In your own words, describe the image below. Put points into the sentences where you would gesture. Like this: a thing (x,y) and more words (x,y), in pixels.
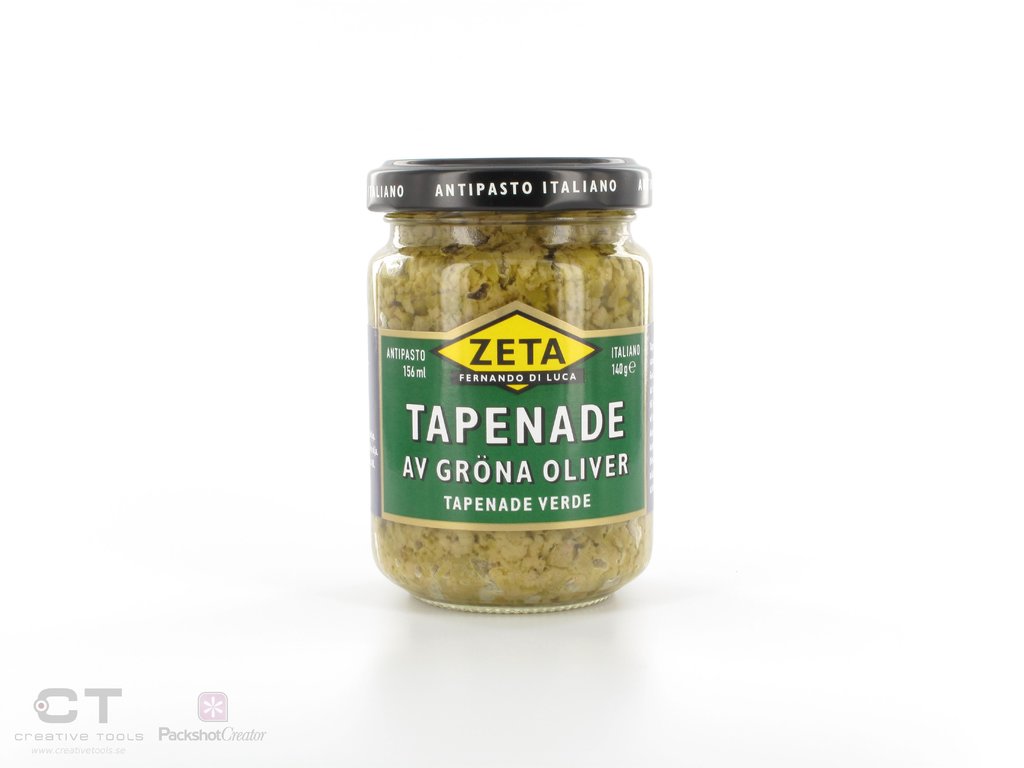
In this image there is a glass bottle (589,248), in that bottle (411,179) there is food item (505,269).
